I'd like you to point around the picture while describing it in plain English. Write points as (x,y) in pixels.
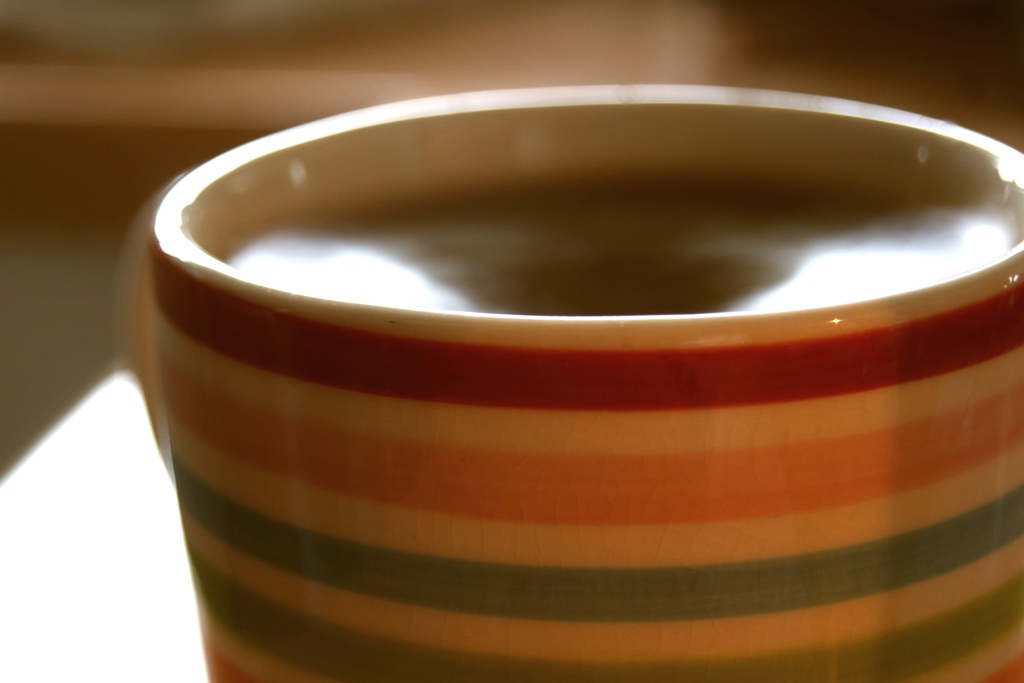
In this image there is a cup (585,347) truncated towards the bottom of the image (575,552), there is a drink (537,266) in the cup (300,293), the background of the image (110,60) is blurred.
